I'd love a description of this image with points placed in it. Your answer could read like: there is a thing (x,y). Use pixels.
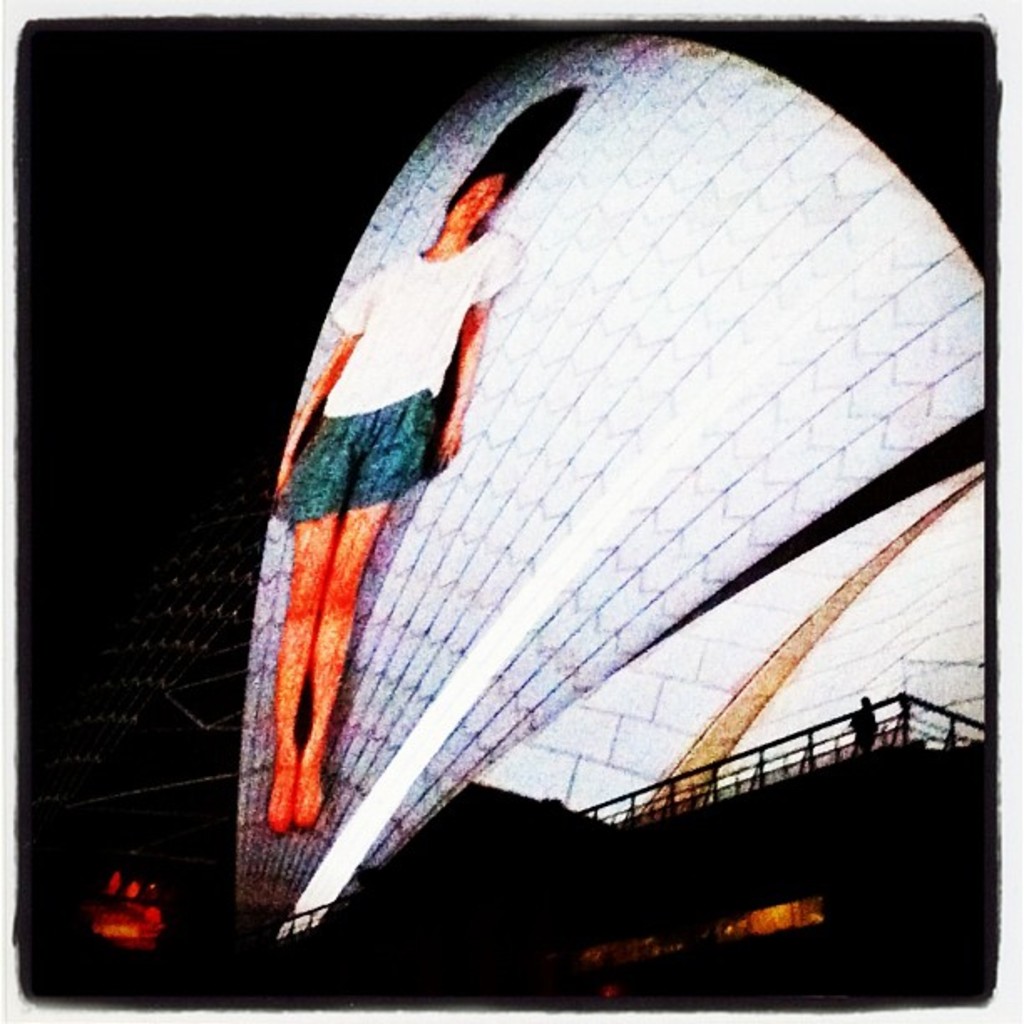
In this image it looks like it is a light show (500,668), In which we can see that there is a image (466,394) of a girl (423,309) on the building (601,250).
